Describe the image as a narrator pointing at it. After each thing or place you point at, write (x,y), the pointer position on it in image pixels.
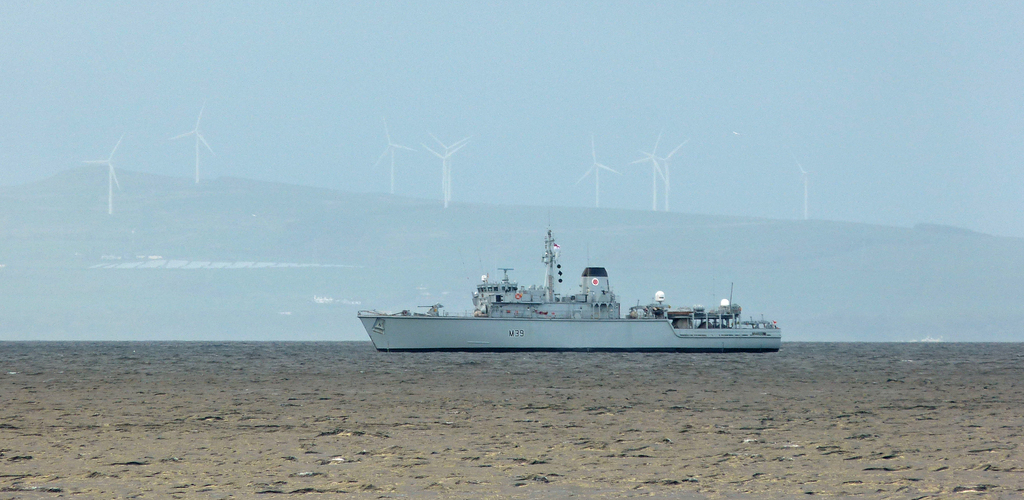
In this picture I can see a ship (423,322) and few windmills (110,167) in the back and I can see fog (855,190).
